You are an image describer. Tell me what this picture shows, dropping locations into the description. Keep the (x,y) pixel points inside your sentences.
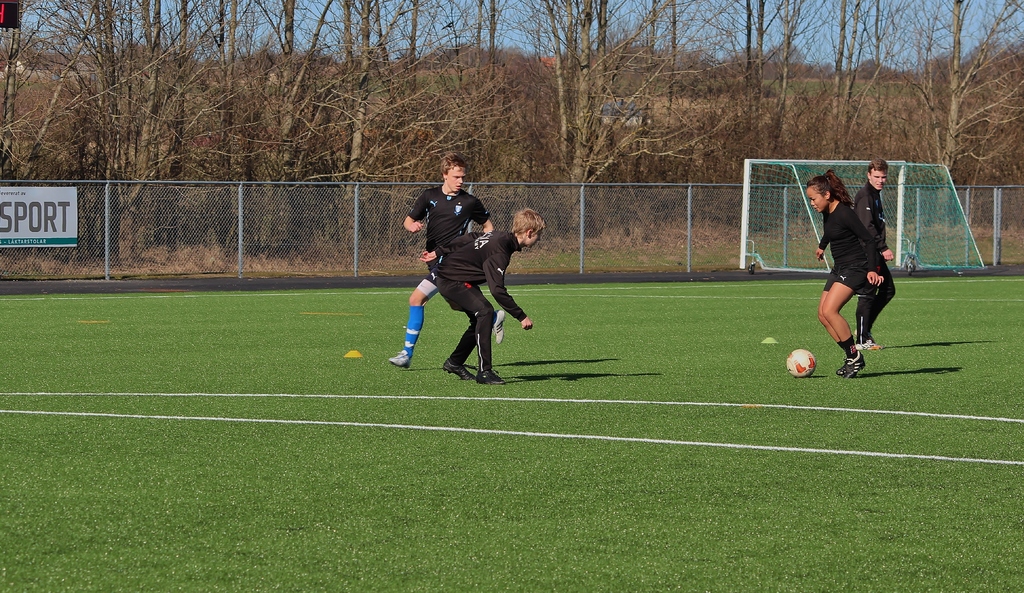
In this image there are four persons (430,251) playing foot ball, and in the background (308,210) there is a board (73,221), wire fence (247,208), football net (808,213), trees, sky (804,4).
